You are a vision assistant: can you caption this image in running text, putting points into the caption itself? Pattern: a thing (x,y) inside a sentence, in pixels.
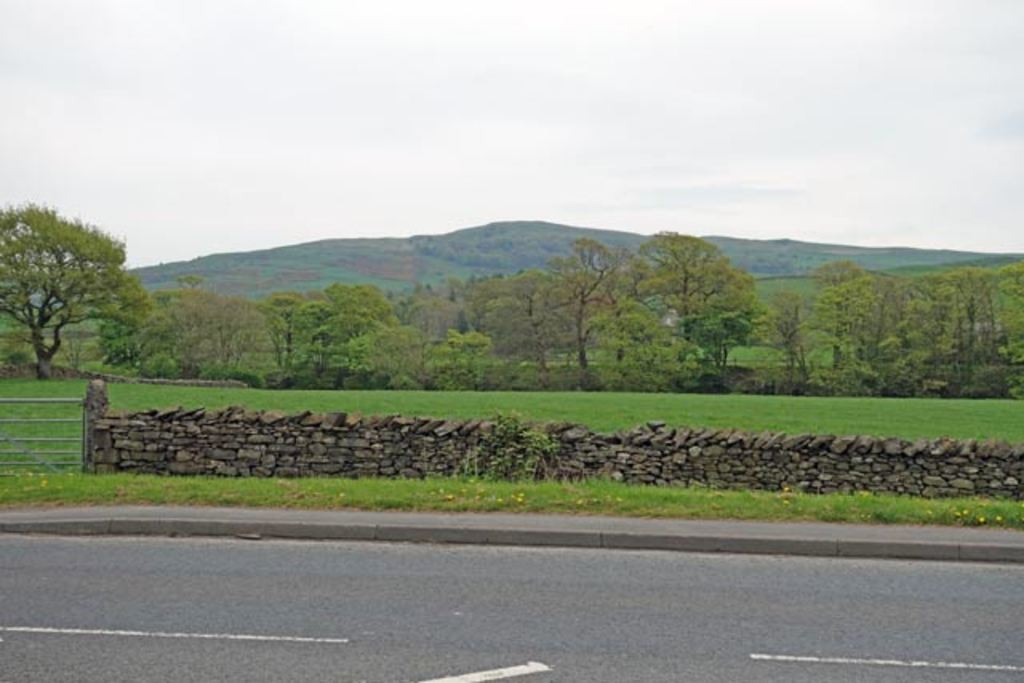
This image is taken outdoors. At the bottom of the image (259,600) there is a road (492,582). At the top of the image (827,139) there is a sky (712,127) with clouds (191,123). In the middle of the image (358,281) there is a hill (421,273) and there are many plants (408,327) and trees (846,354) on the ground (996,400) and there is a ground (365,408) with grass (704,402) on it. There is a wall (780,462) with many stones (422,453) and there is a railing (47,451).
